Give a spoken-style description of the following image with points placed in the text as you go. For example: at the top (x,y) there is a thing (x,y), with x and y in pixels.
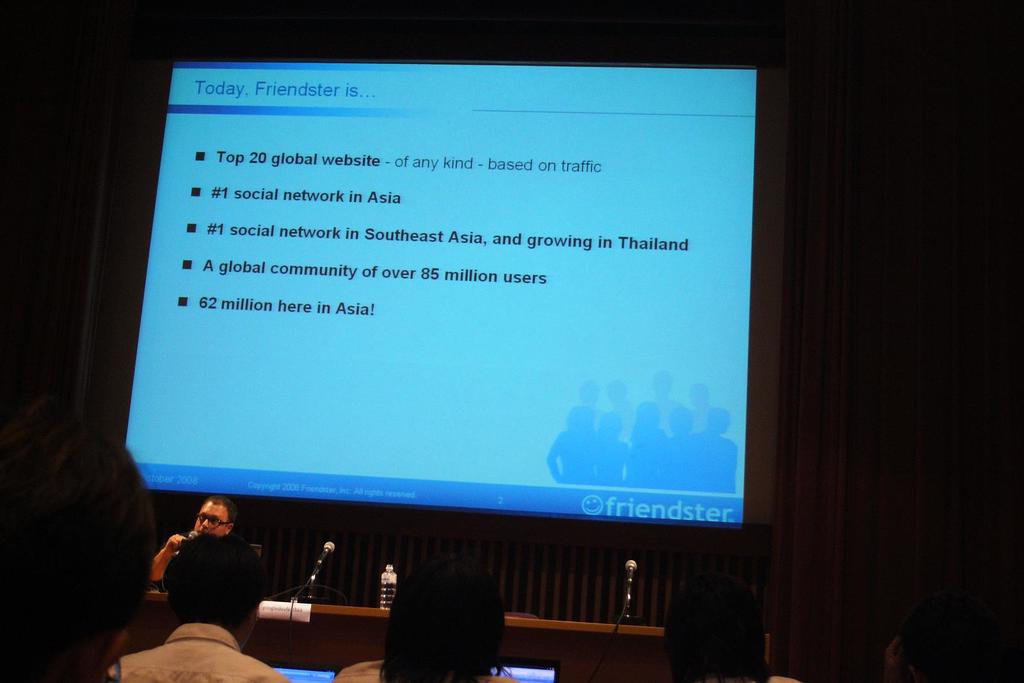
There are few people (178,587) sitting. This is a table (354,619) with a bottle (381,603) and the mikes (313,575). I can see a screen (142,372) with the display (608,484). The background (856,12) looks dark.
